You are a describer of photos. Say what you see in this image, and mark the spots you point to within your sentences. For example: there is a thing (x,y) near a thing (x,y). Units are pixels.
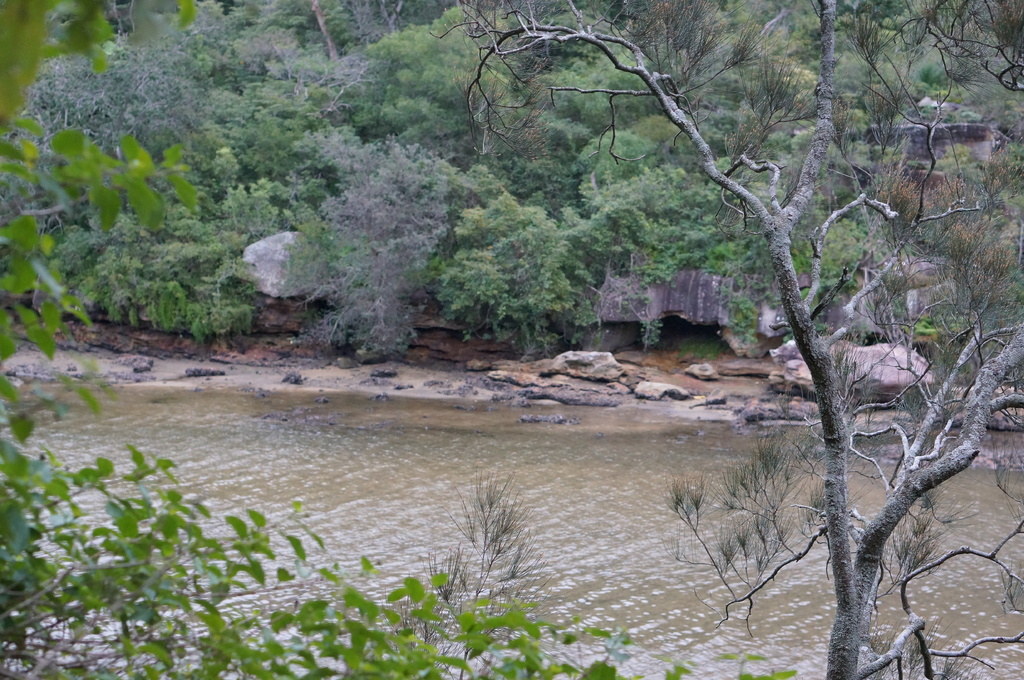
In this picture we can see trees (230,219), water (470,489) and rocks (282,242).
